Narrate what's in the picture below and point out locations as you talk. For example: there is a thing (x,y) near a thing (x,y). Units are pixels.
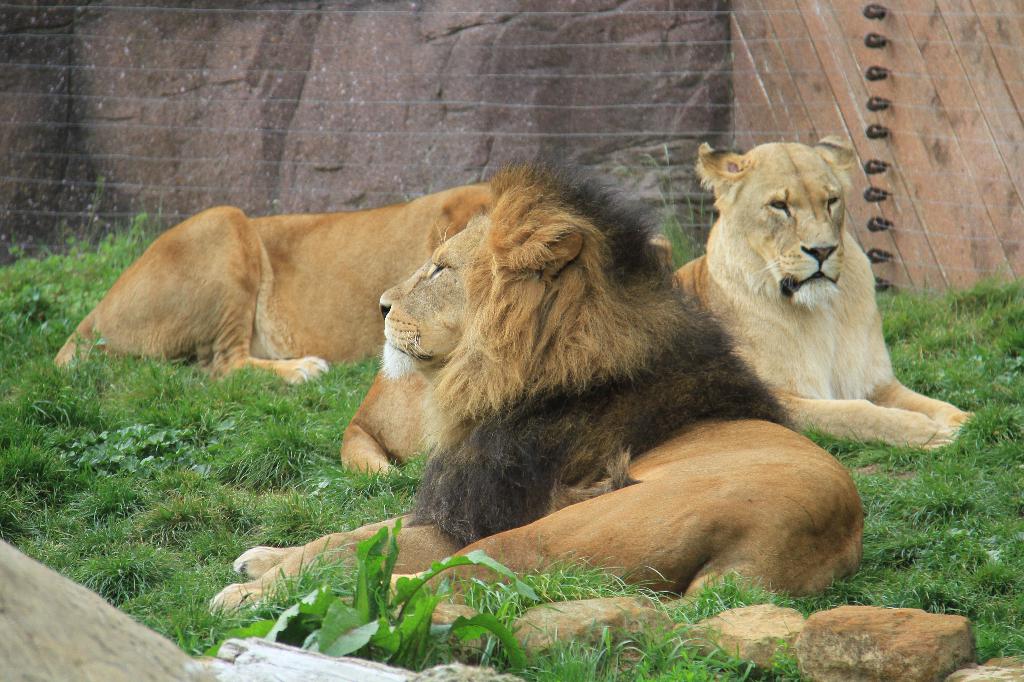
In the center of the image (548,228) we can see lions (484,353) on the grass (278,608). In the background (578,106) we can see wall (261,161). At the bottom of the image (10,558) we can see stones (132,655) and wood (251,662).
